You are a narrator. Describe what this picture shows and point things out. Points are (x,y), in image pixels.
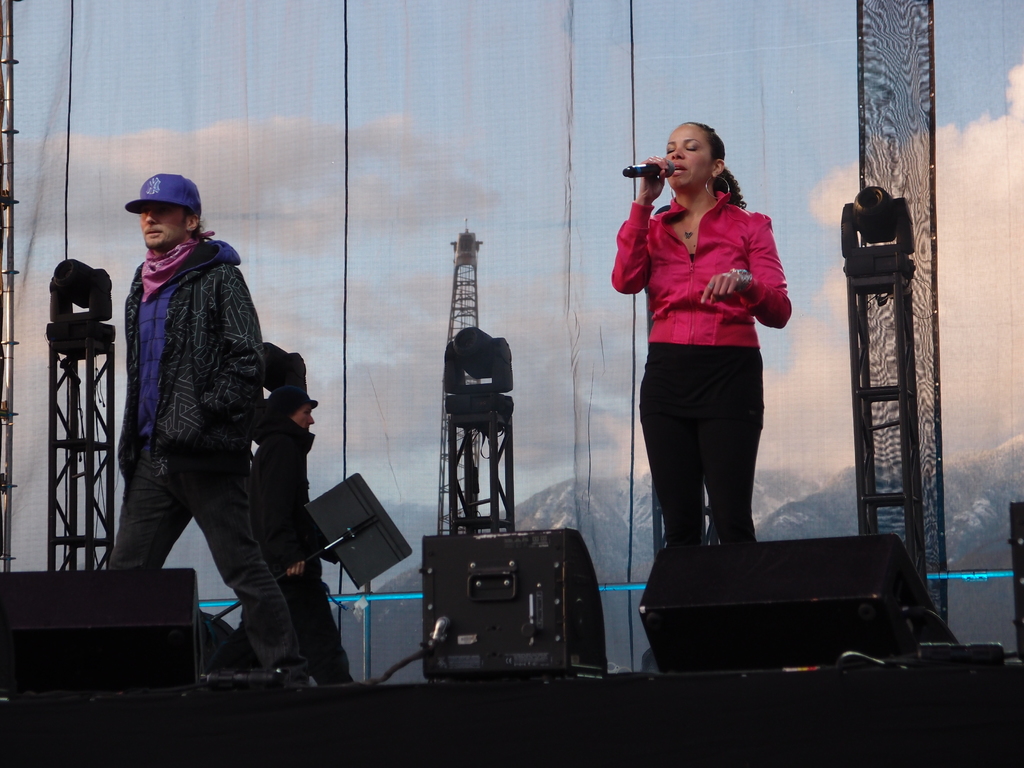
In this picture we can see group of people (165,440) in the right side of the given image a woman (694,233) is singing with the help of microphone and we can see some lights (461,387), sound system (453,588) and stands (456,484).
